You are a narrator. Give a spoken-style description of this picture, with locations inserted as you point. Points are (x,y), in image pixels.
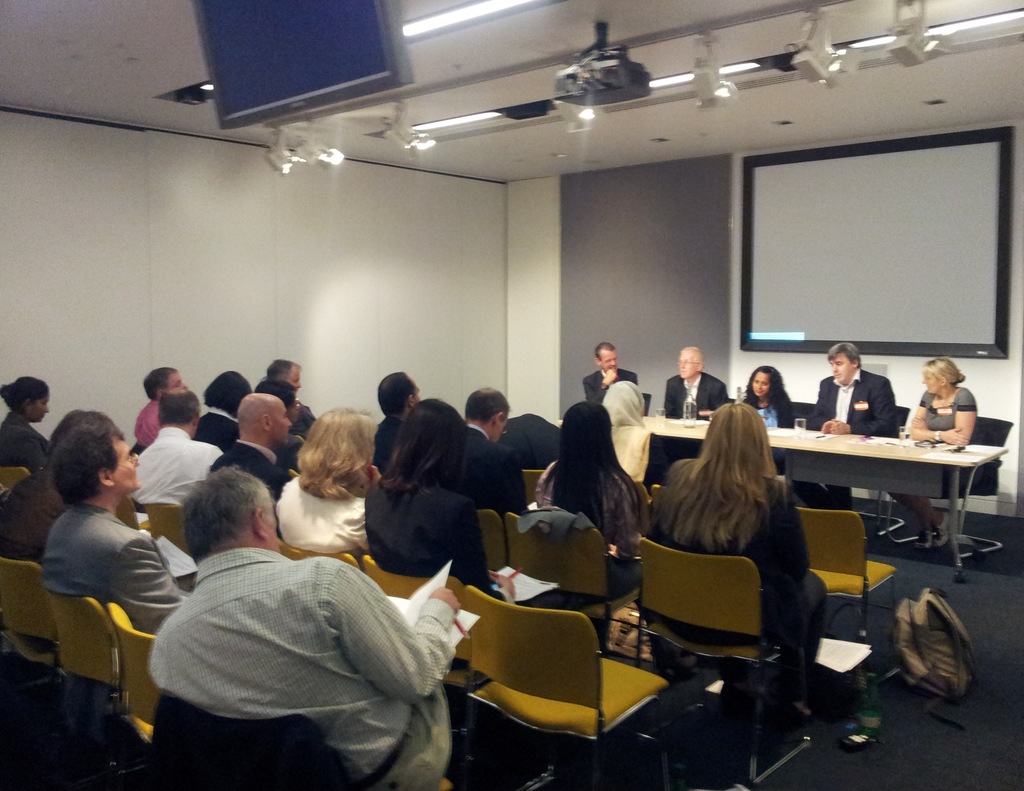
In the image we can see there the people (423,499) are sitting on chair (176,524).
